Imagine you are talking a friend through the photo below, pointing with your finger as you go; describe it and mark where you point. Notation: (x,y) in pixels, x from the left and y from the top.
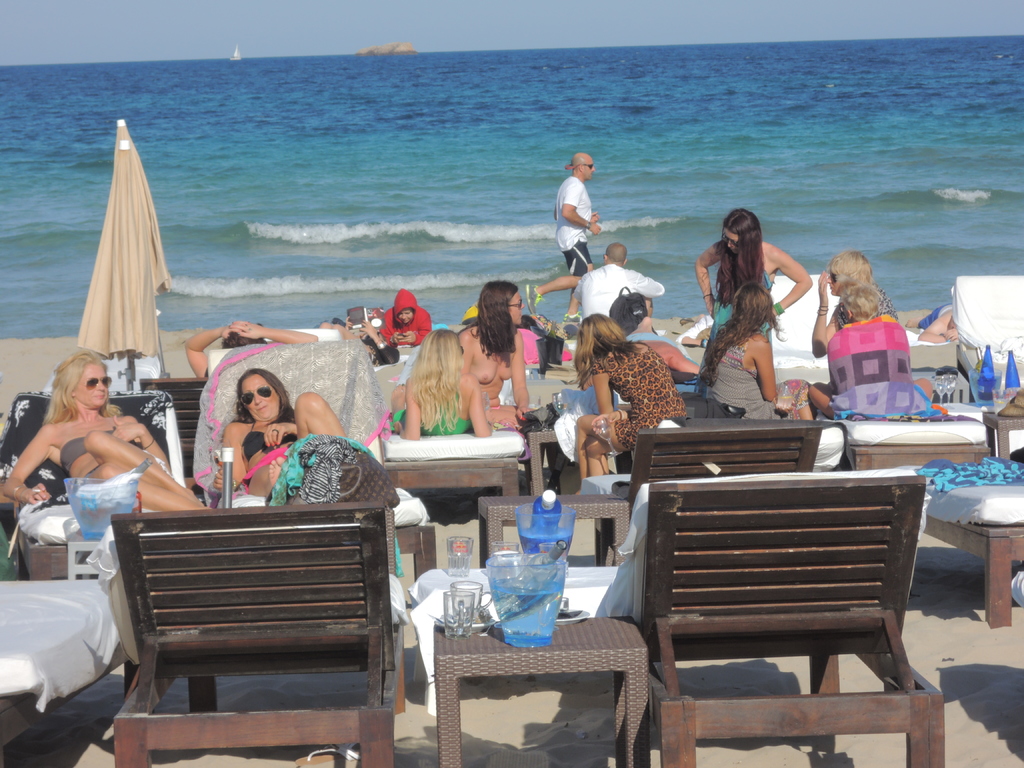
In this image, group of people (412,321) are sat on benches (662,550). We can see some stools (574,643), few items (550,613) are there on it, some bottles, glasses (505,558) we can see. On left side (130,247), there is an umbrella (131,247). At the background (796,65), we can see a ocean (503,112) and sky (312,44) and boat (238,55) here.
